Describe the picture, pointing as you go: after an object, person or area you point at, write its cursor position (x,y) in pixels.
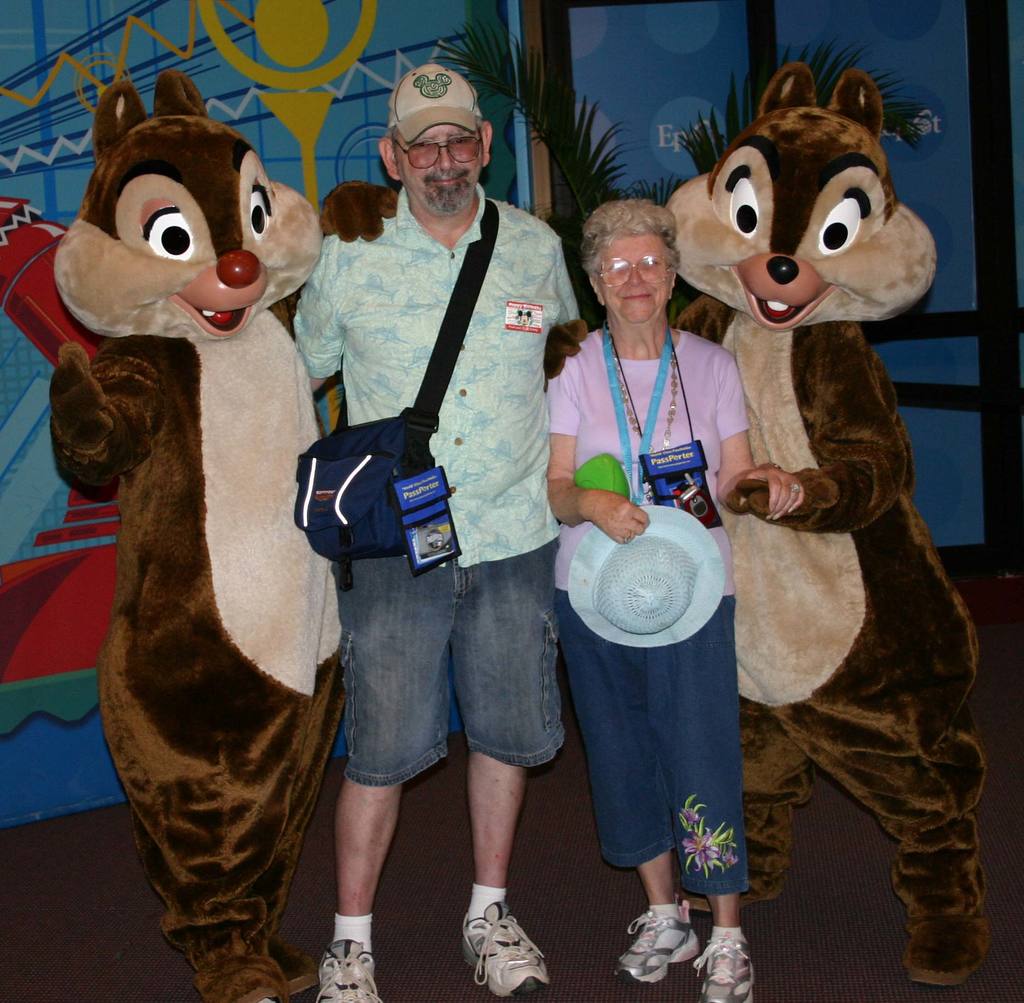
In this image we can see a man (490,596) and a lady (713,669) standing and smiling. We can see chipmunk mascots (256,385). In the background (592,188) there is a plant (592,188) and a wall (313,115). We can see a painting (348,126) on the wall (348,126).
